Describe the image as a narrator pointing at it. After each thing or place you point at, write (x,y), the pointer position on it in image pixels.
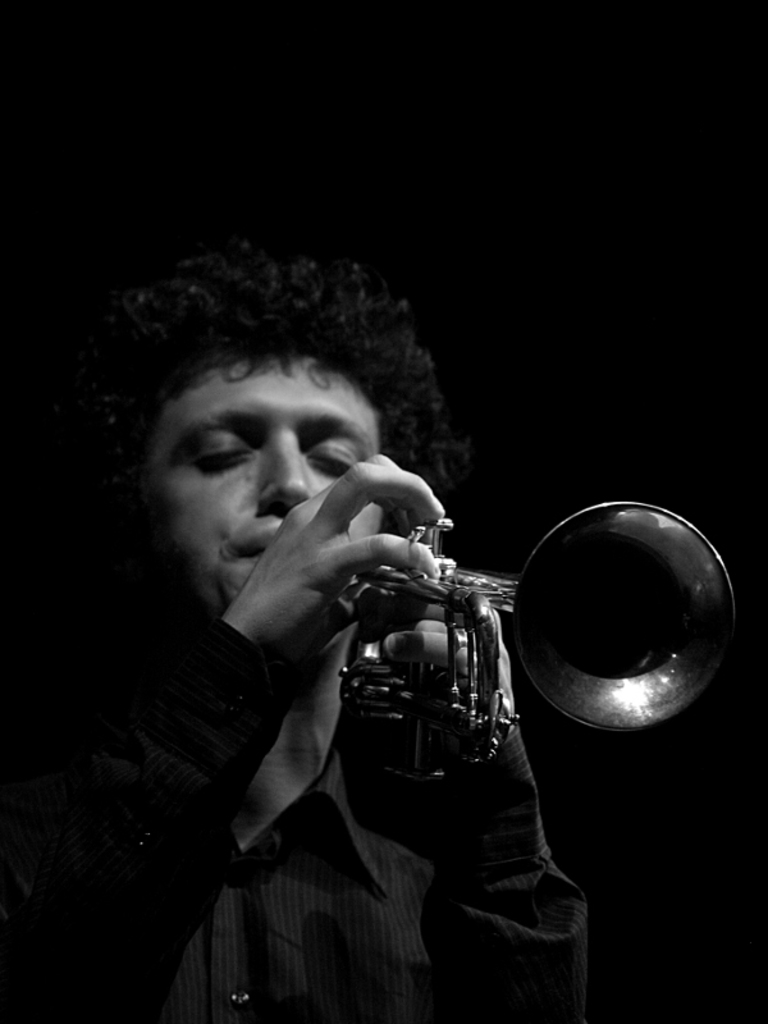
In this picture we can see a man (284,658), he is playing a trumpet (559,588).
